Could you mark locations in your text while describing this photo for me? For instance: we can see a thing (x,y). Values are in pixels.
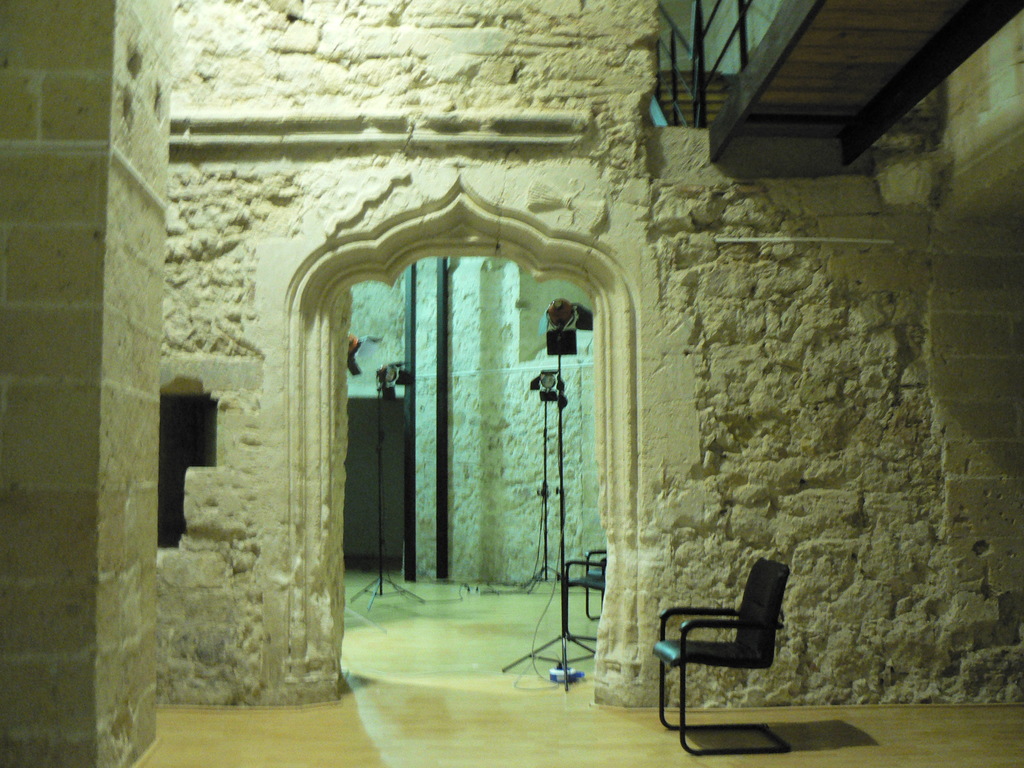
In this image, we can see a building (391,285) and there are stands (545,552), a chair (726,647) and a railing (697,51). At the bottom (574,670), there is an object (560,674) on the floor (312,705).
